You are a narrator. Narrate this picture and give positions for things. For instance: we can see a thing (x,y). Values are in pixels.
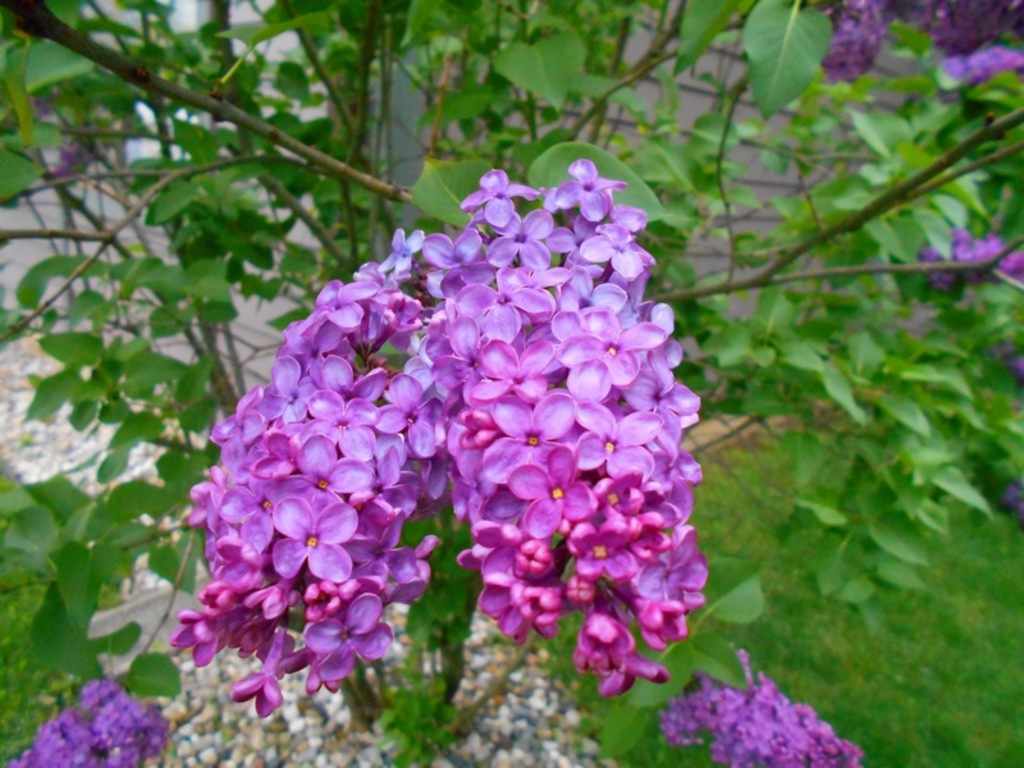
In the image we can see tiny flowers (516,398), leaves (714,346) and stones (307,724).
